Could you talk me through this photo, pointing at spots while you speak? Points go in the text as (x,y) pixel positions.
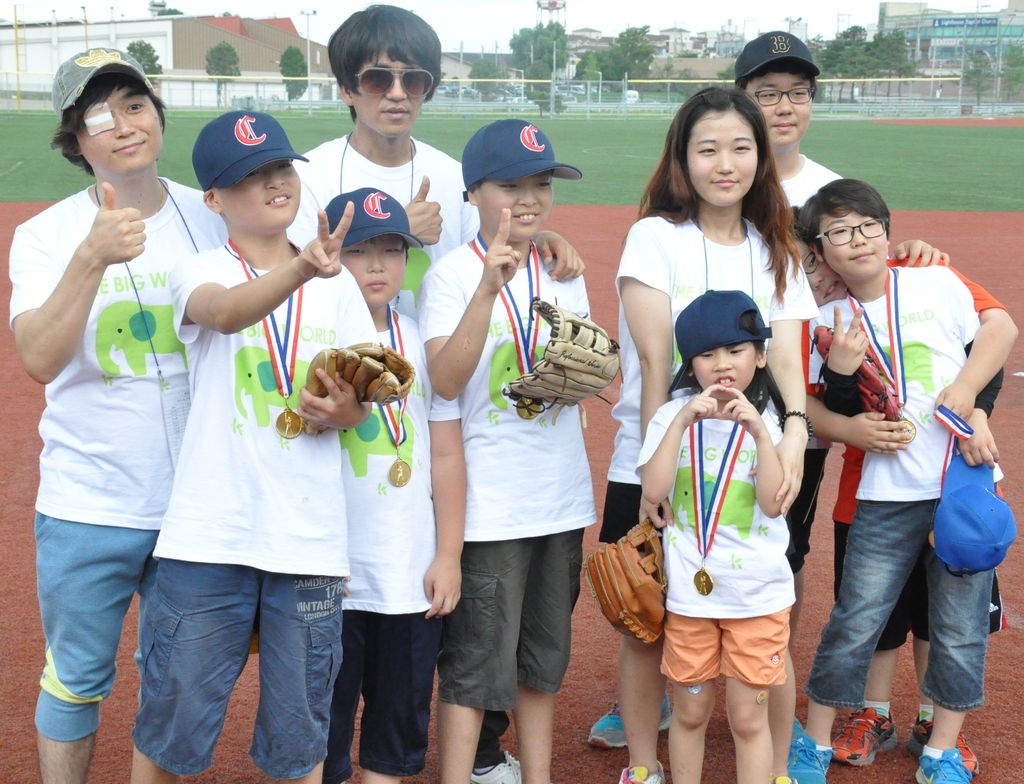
In this image, we can see a group of people (463,550) are standing. Few people (281,617) are holding some objects (983,470). Background (614,184) we can see grass (14,171), poles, trees (989,75), buildings (998,66), walls (283,97), few things (839,104) and sky (515,16).
